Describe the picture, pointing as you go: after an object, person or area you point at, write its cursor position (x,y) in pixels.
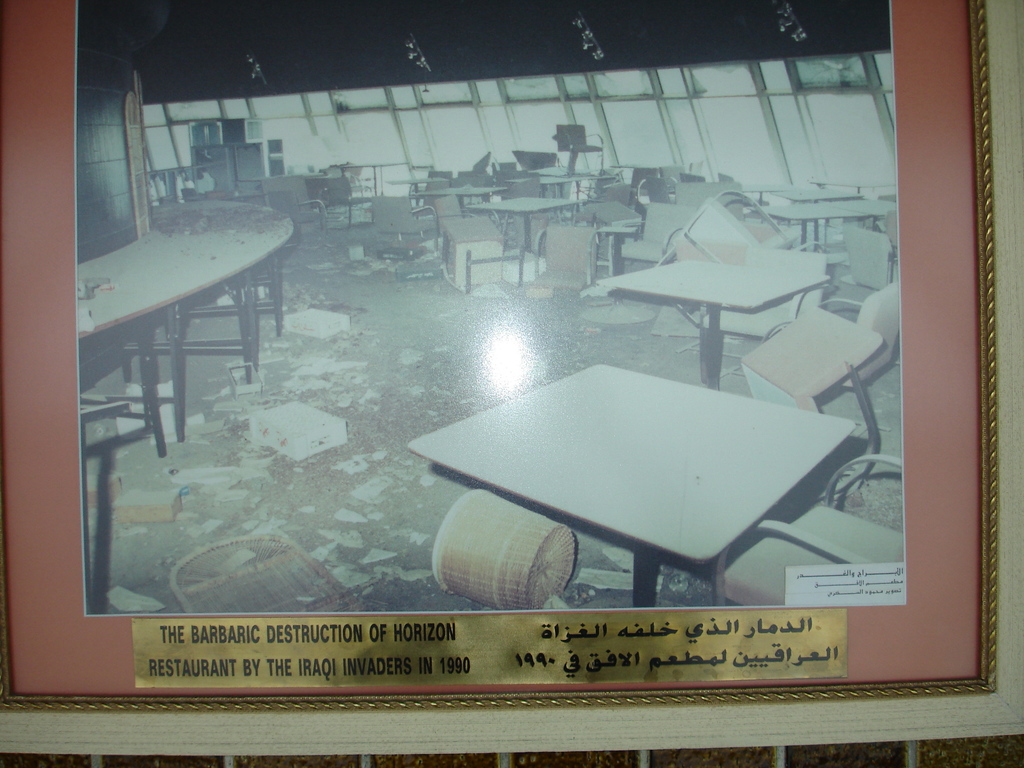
As we can see in the image there are tables (708,550), chairs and a basket (456,560).
